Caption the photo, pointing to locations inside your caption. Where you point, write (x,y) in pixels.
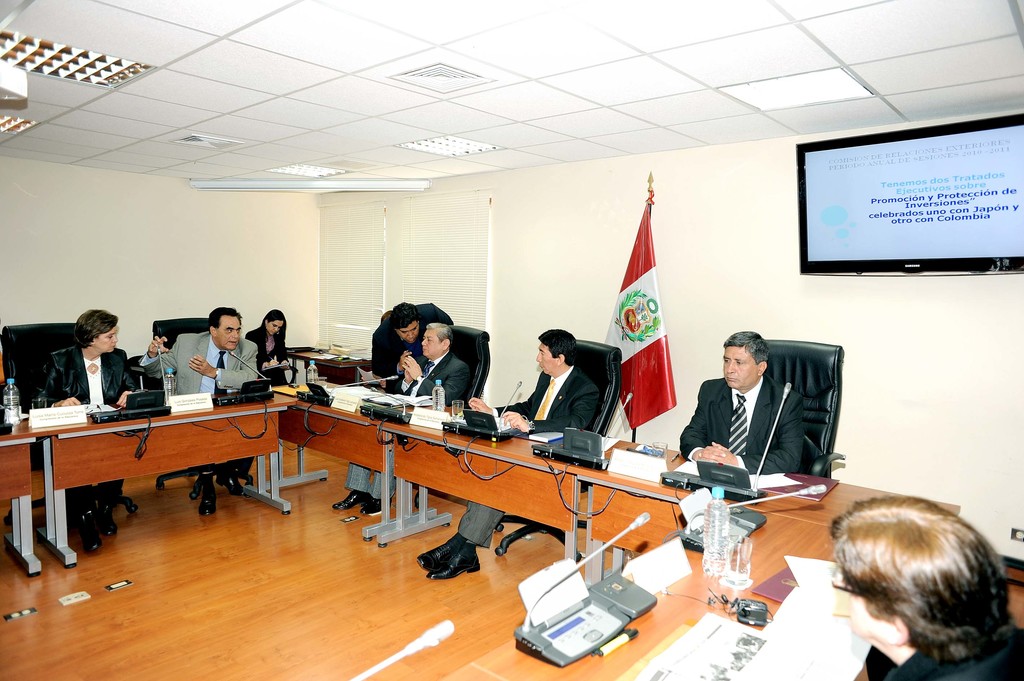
Here we can see a few people (914,663) who are sitting on a chair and discussing about something. This is a television (930,128) which is fixed to a wall (795,275) and this is a flag (632,288).
